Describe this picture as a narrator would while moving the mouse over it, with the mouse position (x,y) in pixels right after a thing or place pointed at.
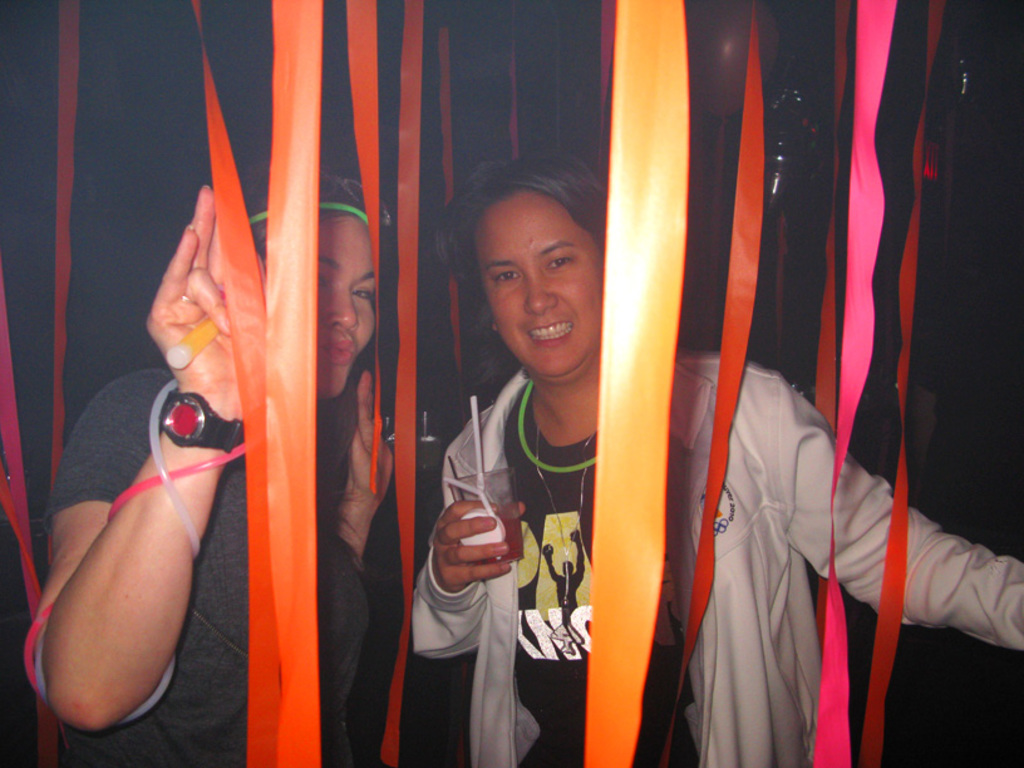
In this image we can see woman (487,359) holding a glass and ribbons (2,298).
